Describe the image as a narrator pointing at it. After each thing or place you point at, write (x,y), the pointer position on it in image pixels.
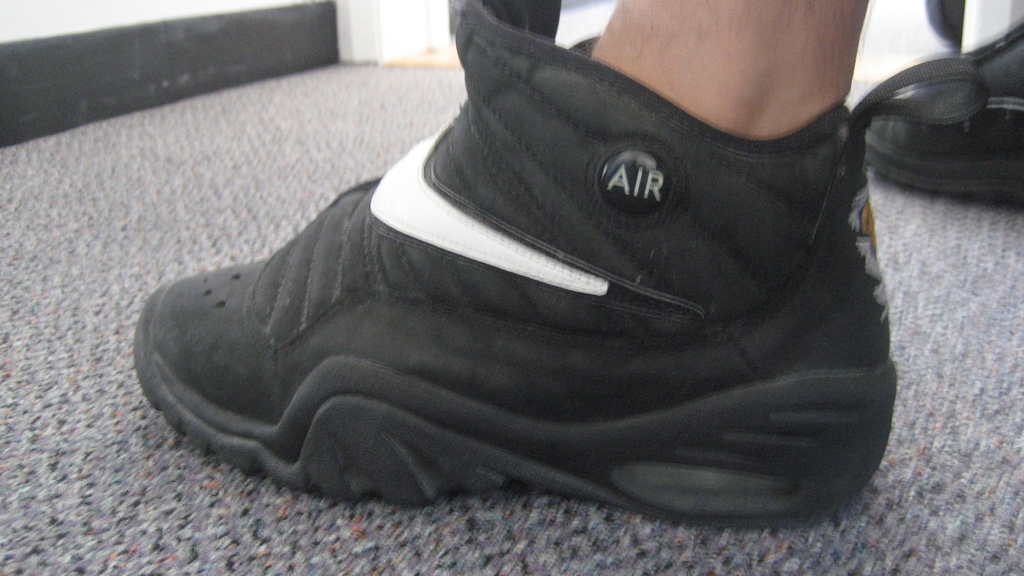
In this image, I can see a person (519,314) on the floor (998,384) and a wall (198,13). This image taken, maybe in a room.
